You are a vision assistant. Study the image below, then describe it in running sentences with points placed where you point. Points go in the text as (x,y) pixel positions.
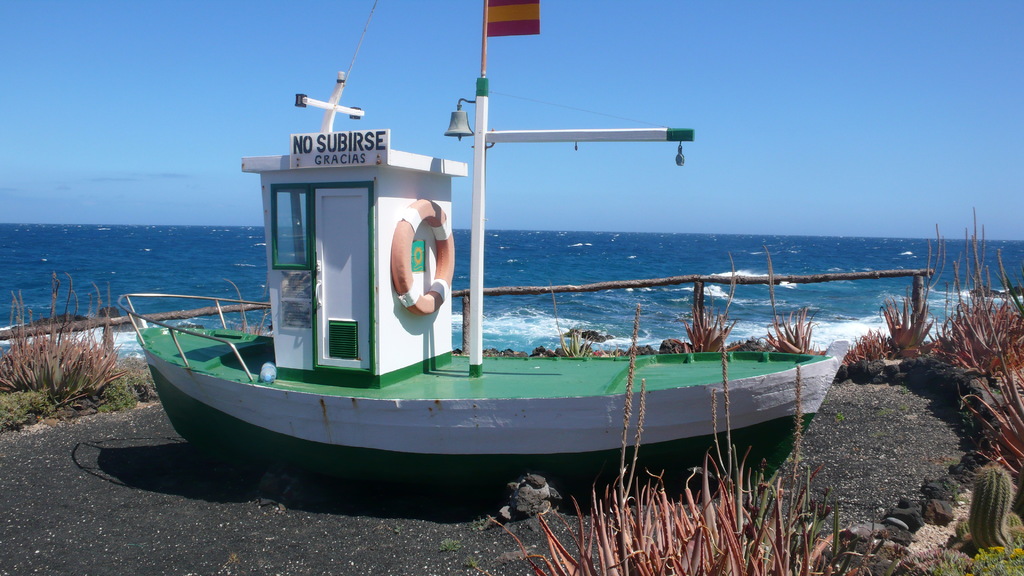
In the foreground of this image (394,406), there is a boat (424,460) on the ground (209,559) around which there are plants (806,549). Behind it, there is a wooden railing (501,291). In the background (673,256), there is water (593,264) and the sky (720,70).
